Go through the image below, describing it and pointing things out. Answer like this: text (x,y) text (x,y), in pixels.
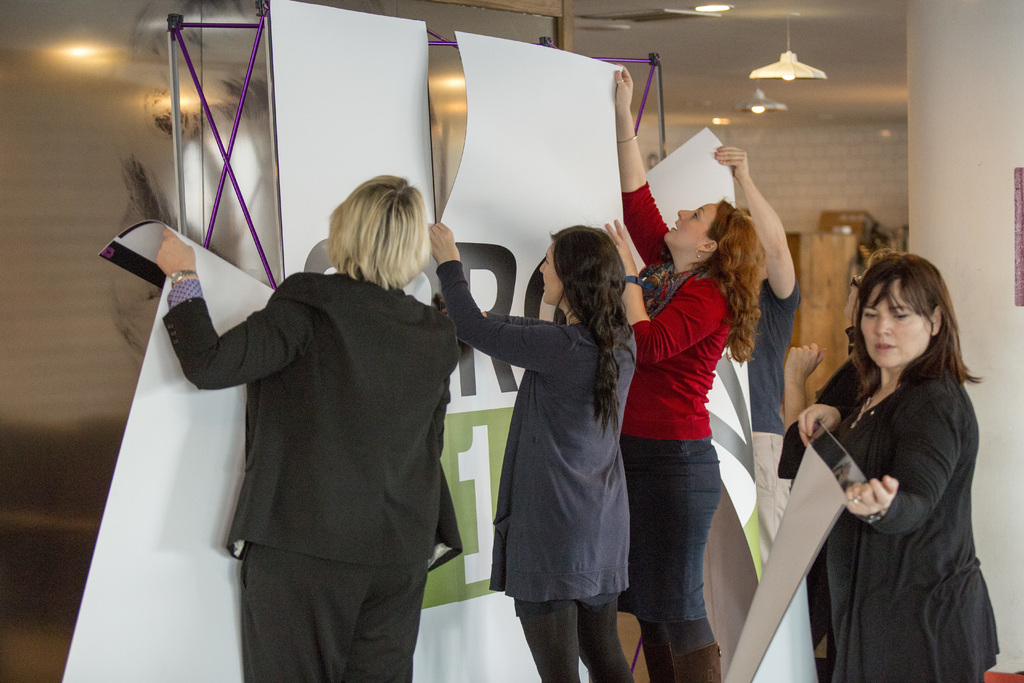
In this image we can see these people (451,287) are holding banners (469,272) and standing here. Here we can see a stand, and the background of the image (902,172) is slightly blurred, where we can see ceiling lights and the wall (867,169).
